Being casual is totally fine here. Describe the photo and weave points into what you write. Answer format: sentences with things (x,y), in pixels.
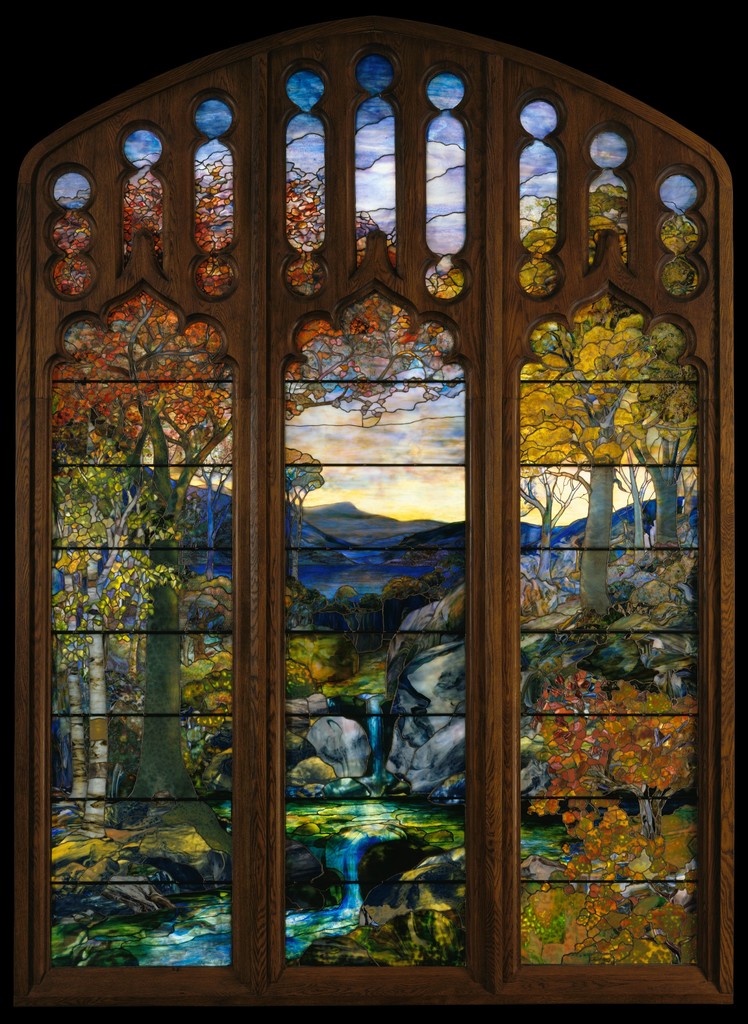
Here we can see a window (377,336) and a glass (346,607). On this glass (367,725) we can see trees (128,323), rocks (426,916), and sky (377,445).
